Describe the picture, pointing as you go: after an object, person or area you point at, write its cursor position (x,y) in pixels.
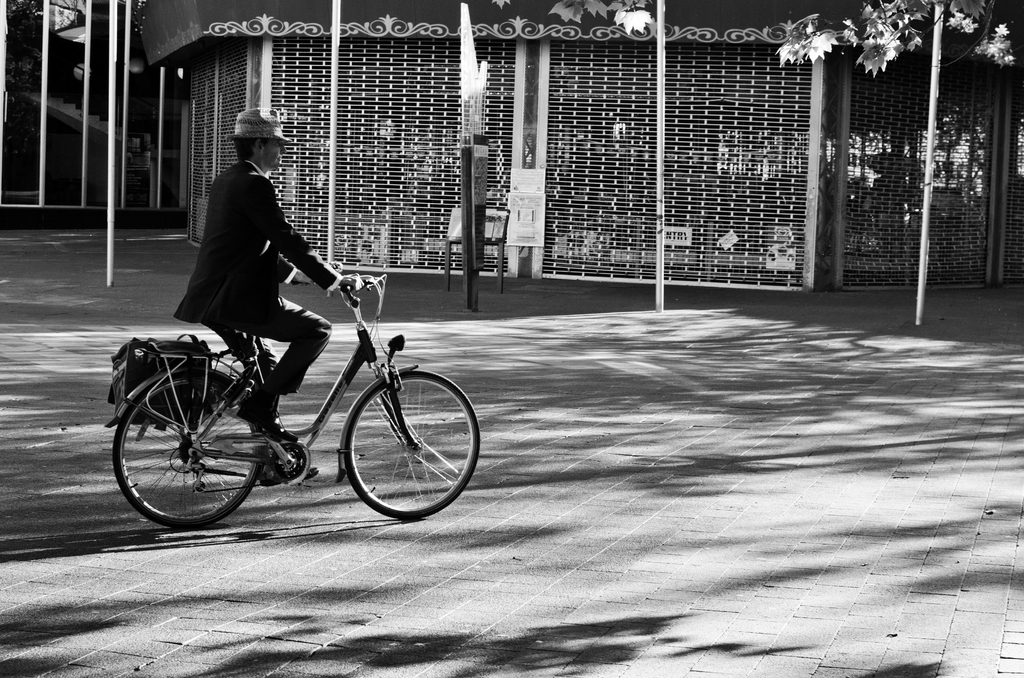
A black and white picture. This man (237,312) is riding a bicycle (328,406). On this bicycle (254,356) there is a bag (195,352). This is building (491,142). This man (241,231) wore suit (246,206) and hat (270,132).
